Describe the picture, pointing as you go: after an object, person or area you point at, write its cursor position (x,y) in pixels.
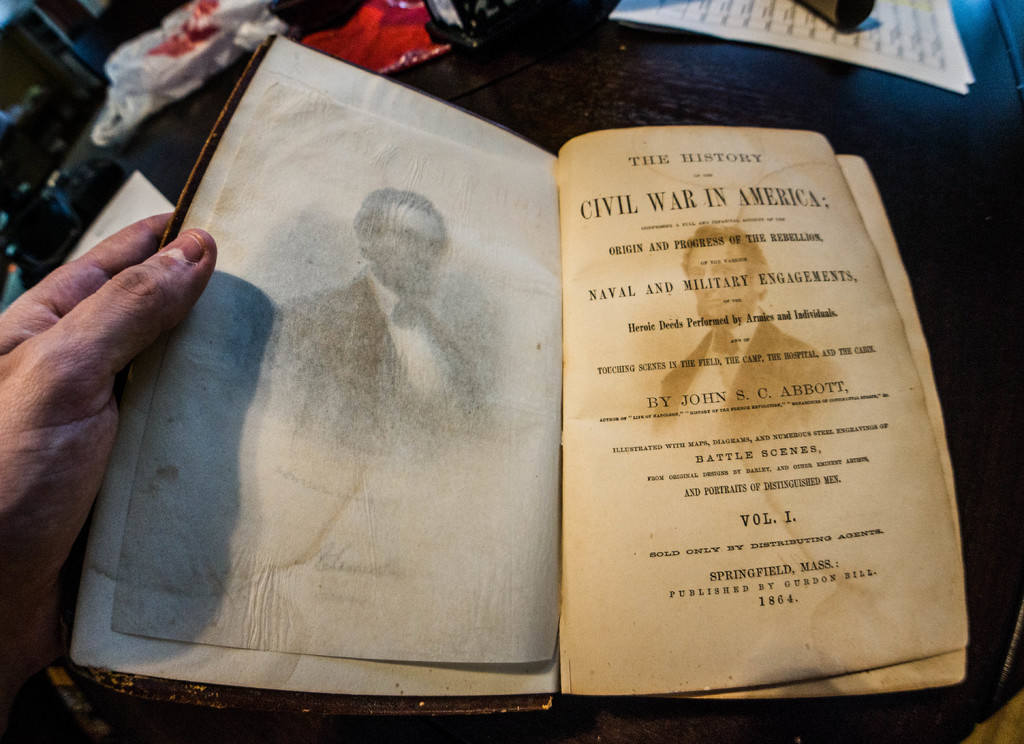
In this image I can see a person (71,471) holding a book (435,676). There are papers (928,43) and other objects (474,15) at the back (699,5), on the table (669,78).
